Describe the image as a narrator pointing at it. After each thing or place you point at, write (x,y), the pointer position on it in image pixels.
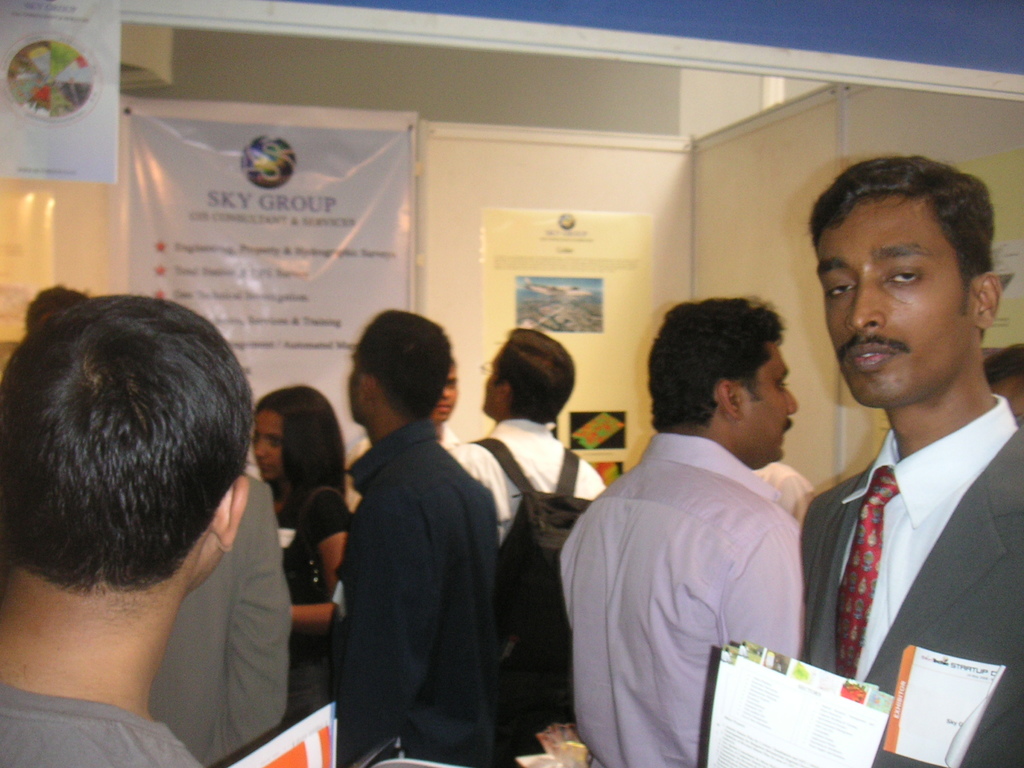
In this picture there are people (491,641) and we can see papers (273,744). In the background of the image (571,209) we can see banners (271,140) and wall (495,193).
